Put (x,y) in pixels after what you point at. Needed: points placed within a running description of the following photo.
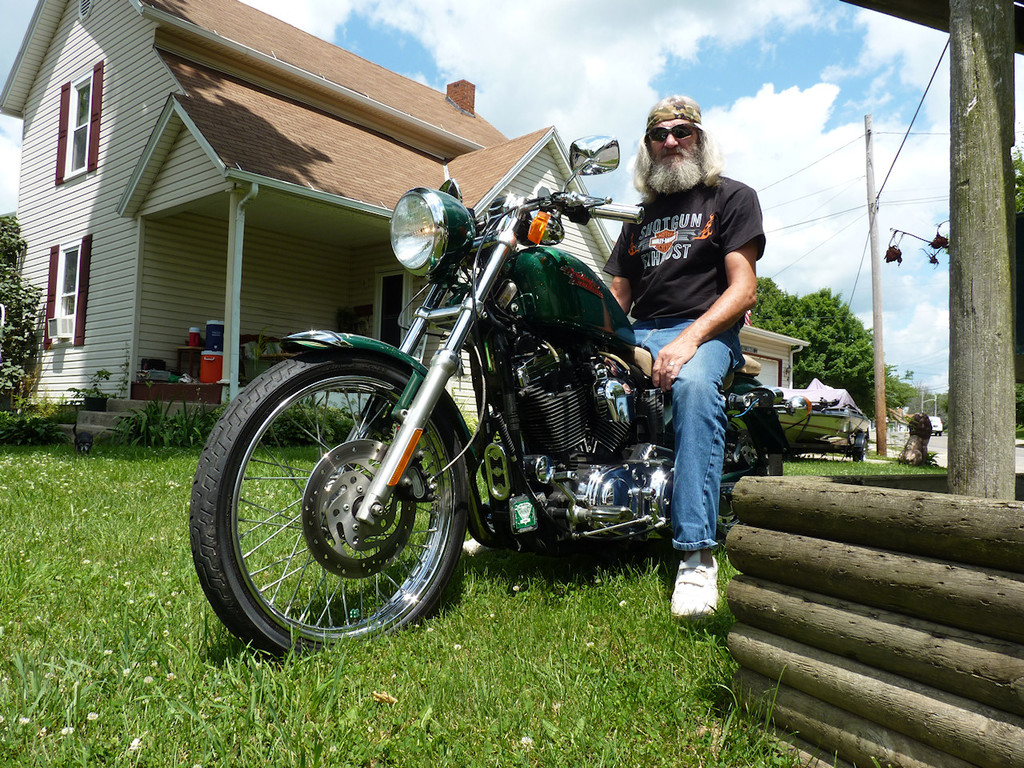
In this picture we can see a man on the bike (515,442). This is grass (66,583). Here we can see a house (236,149). On the background (817,52) there is a sky (811,141) with heavy clouds (901,157). This is pole (991,403) and there are trees (863,389).
